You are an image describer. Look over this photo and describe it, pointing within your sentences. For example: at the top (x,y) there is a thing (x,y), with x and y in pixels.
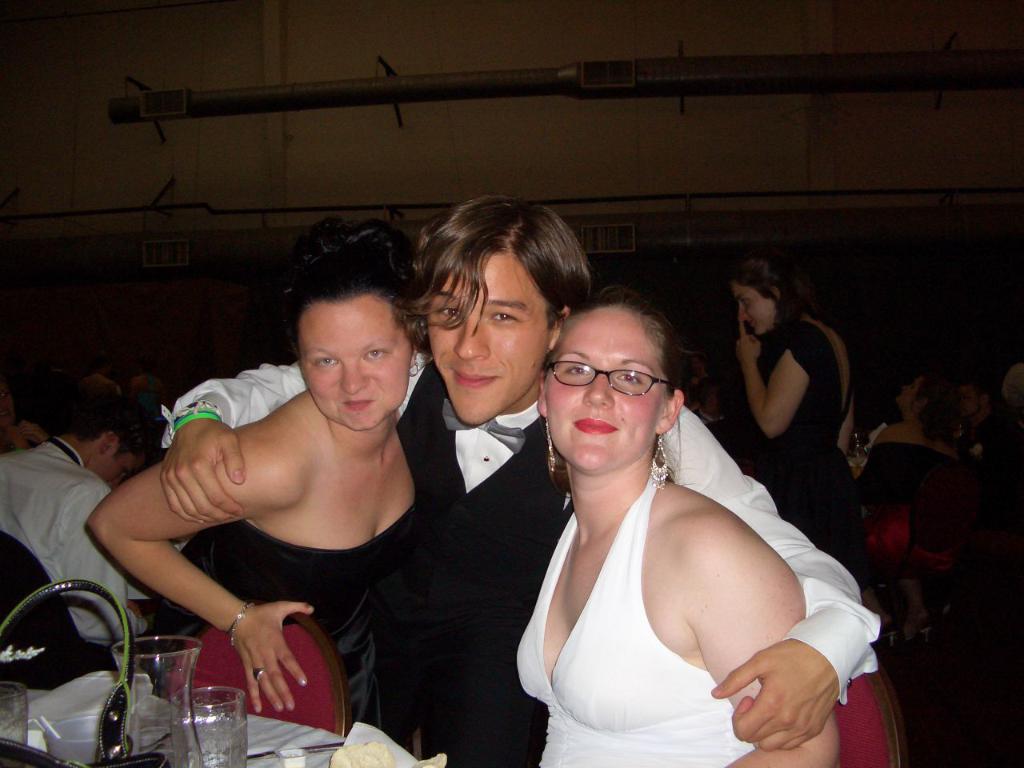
In the picture there are many people (527,543) present, there are tables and chairs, on the table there are jugs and glasses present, there is a wall (746,29).
